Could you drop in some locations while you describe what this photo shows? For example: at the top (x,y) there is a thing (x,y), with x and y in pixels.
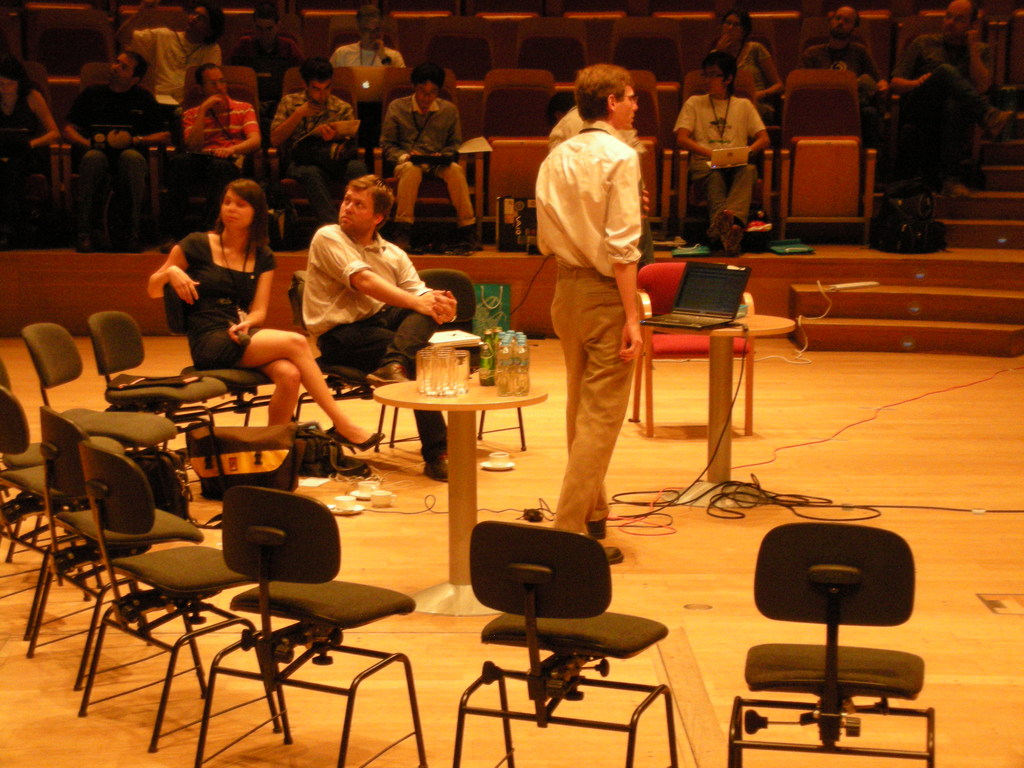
This picture is of inside the hall (939,368). In the foreground (132,527) there are many number of chairs (499,590). There is a person (609,170) wearing white color shirt (625,216) and standing. There are two tables (716,339) on the top of which glasses (425,357), laptop (685,308) and bottles (510,363) are placed. There is a woman (212,289) wearing black color dress (224,312) and a man (359,283) wearing white color shirt (343,291), sitting on the chairs (368,381). In the background (855,57) there are group of people (921,75) sitting on the chairs (806,160) and on the right corner (1006,165) there is a staircase (1013,250).
